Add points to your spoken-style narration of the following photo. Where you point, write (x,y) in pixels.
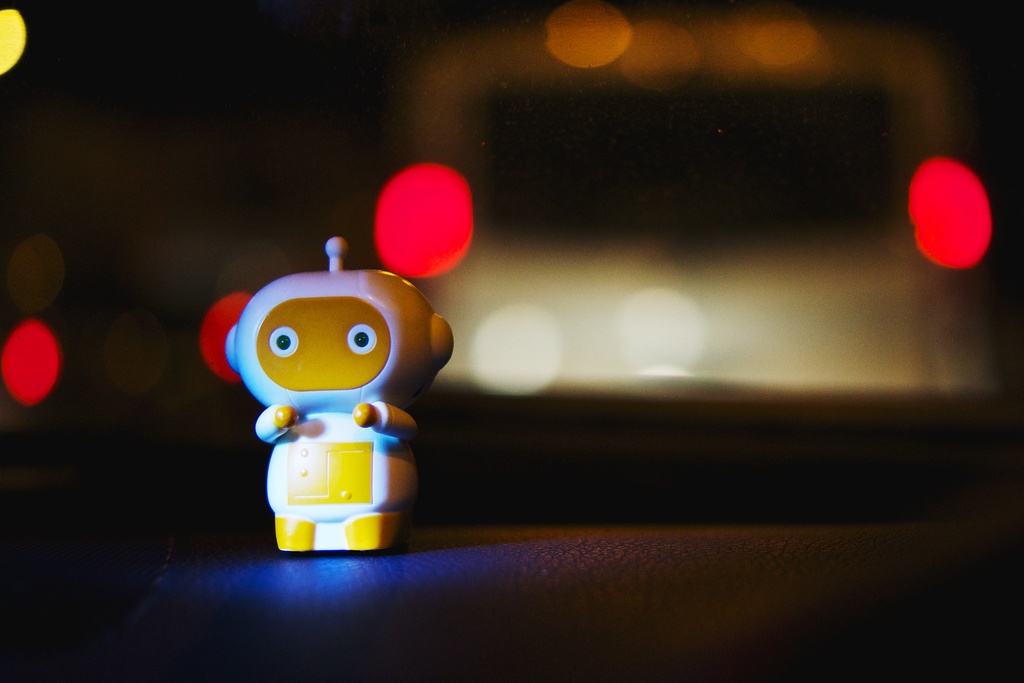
In this picture I can see toy (283,522) in front (306,342), which is of white and yellow in color and I see that it is blurred in the background (648,153) and I see red lights (31,331).
